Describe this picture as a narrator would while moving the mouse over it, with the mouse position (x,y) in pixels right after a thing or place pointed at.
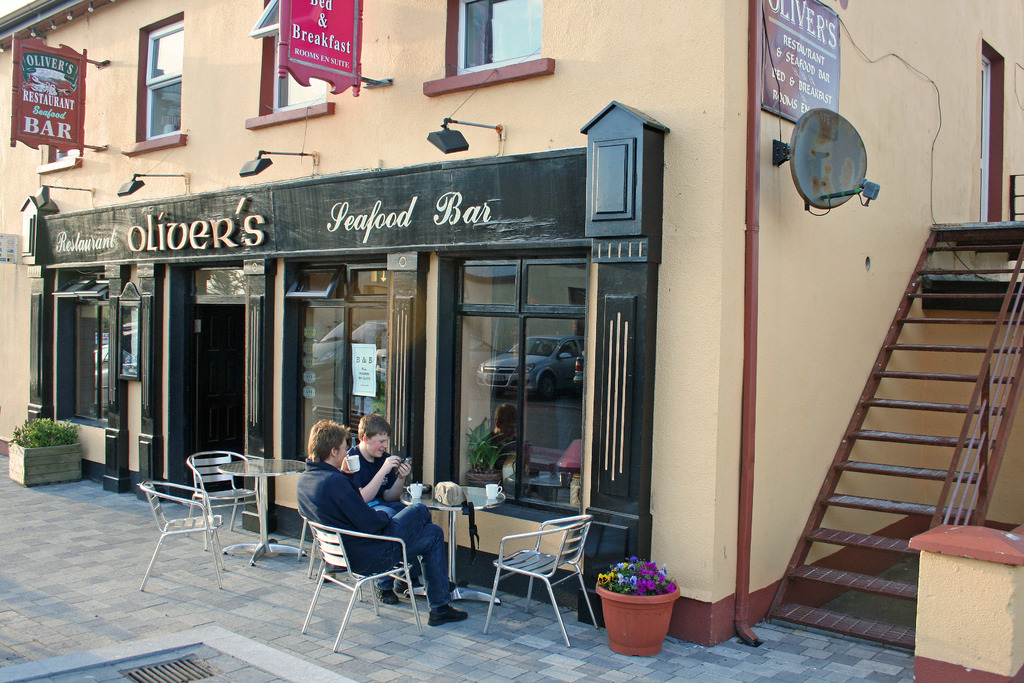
In this image, there are two persons (381,527) wearing clothes (430,539) and sitting in front of this building (559,360). There are some chairs (207,550) and tables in front of this building (605,258). There are three window (511,28) and staircase (962,411) attached to the wall (825,389). There are four lights (438,144) at the top (459,139). There are two plants (670,591) in front of this building (651,535).
